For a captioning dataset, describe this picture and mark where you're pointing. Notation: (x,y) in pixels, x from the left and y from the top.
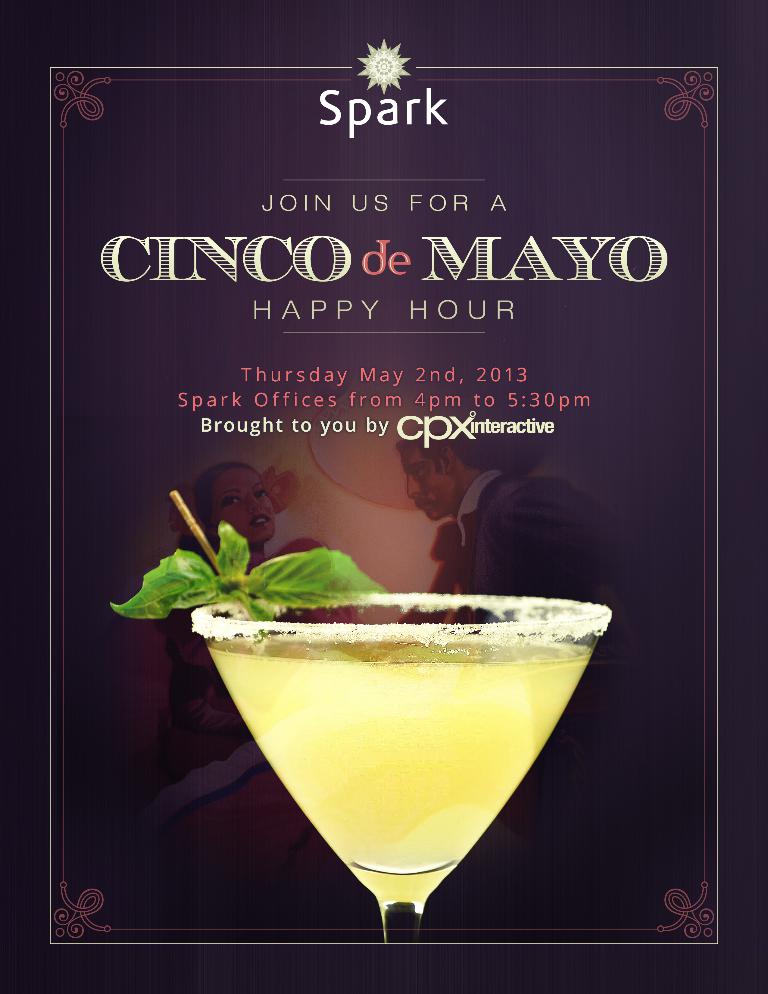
It is a invitation card (323,366) of some event and there is a image (340,781) of a cocktail glass (342,663) on the invitation card (391,575).
